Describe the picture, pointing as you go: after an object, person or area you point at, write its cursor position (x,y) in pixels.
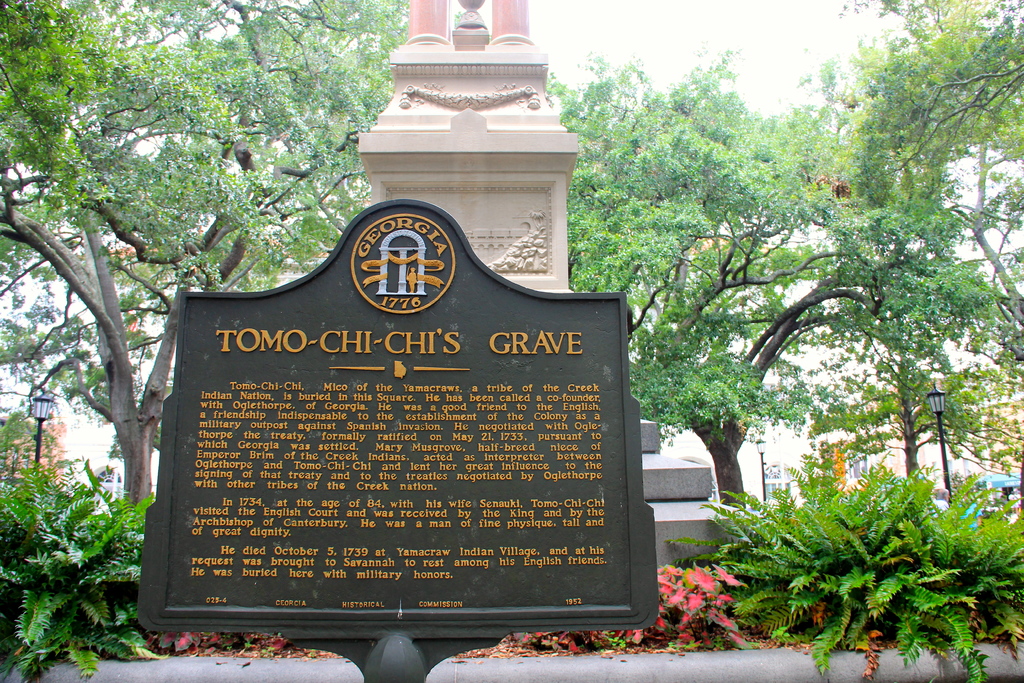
In this image we can see gravestone (449,498), grave (458,479), shrubs (887,504), street poles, street lights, trees (743,289), buildings (55,454) and sky (592,76).
